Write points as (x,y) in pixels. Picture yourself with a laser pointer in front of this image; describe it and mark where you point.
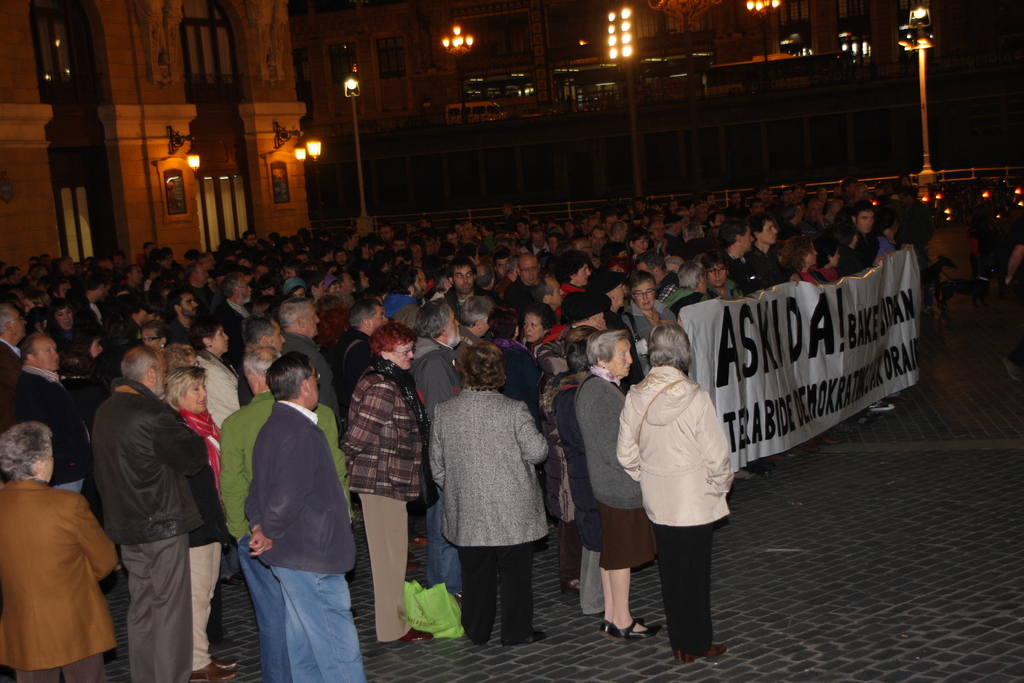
There are persons (59,412) in different color dresses (90,524) standing on the floor (924,345). Some of them are holding a white color banner (914,272). In the background (197,167), there are lights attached to the walls (136,30), there are lights (931,37) attached to the poles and there are buildings (374,88) which are having glass windows (197,61).
